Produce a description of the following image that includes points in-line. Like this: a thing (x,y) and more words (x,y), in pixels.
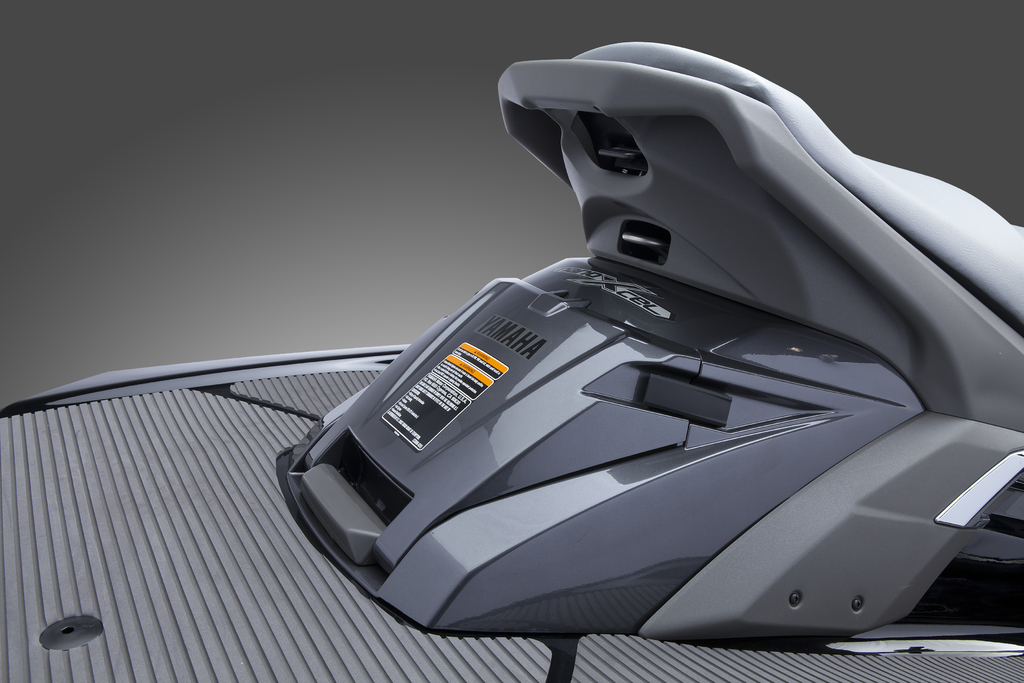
In this image I can see the vehicle (482,567) in gray color and the background (991,64) is in gray and white color.
